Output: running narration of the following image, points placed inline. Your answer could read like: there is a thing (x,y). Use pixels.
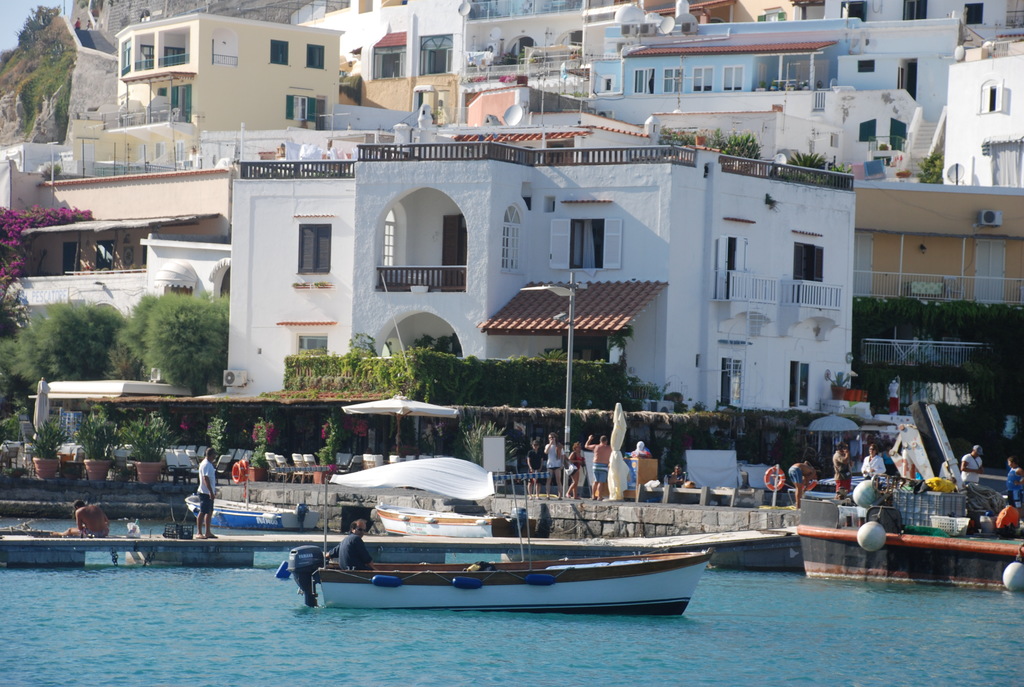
In this picture there are people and we can see boats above the water (530,640), tubes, umbrellas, pole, lights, chairs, plants (472,450), pots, trees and objects (88,397). In the background of the image (256,235) we can see buildings (908,149), railings (335,178) and sky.
